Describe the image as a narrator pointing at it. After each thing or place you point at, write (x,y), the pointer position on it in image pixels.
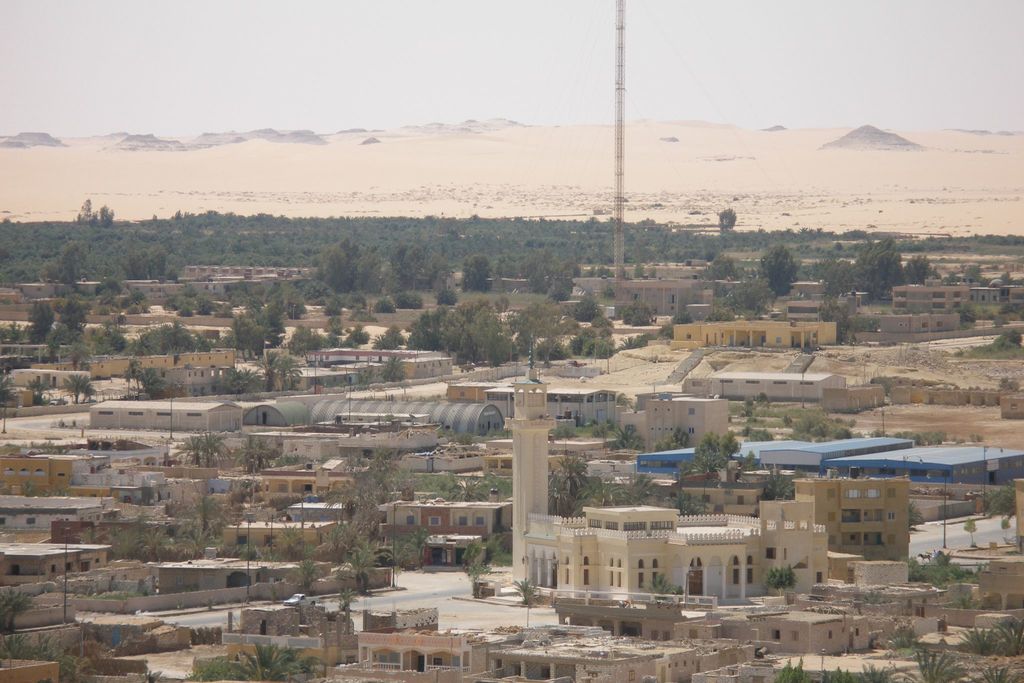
In this image I can see few buildings (387,636), windows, trees (561,355), metal tower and the sky (87,86) is in white color.
